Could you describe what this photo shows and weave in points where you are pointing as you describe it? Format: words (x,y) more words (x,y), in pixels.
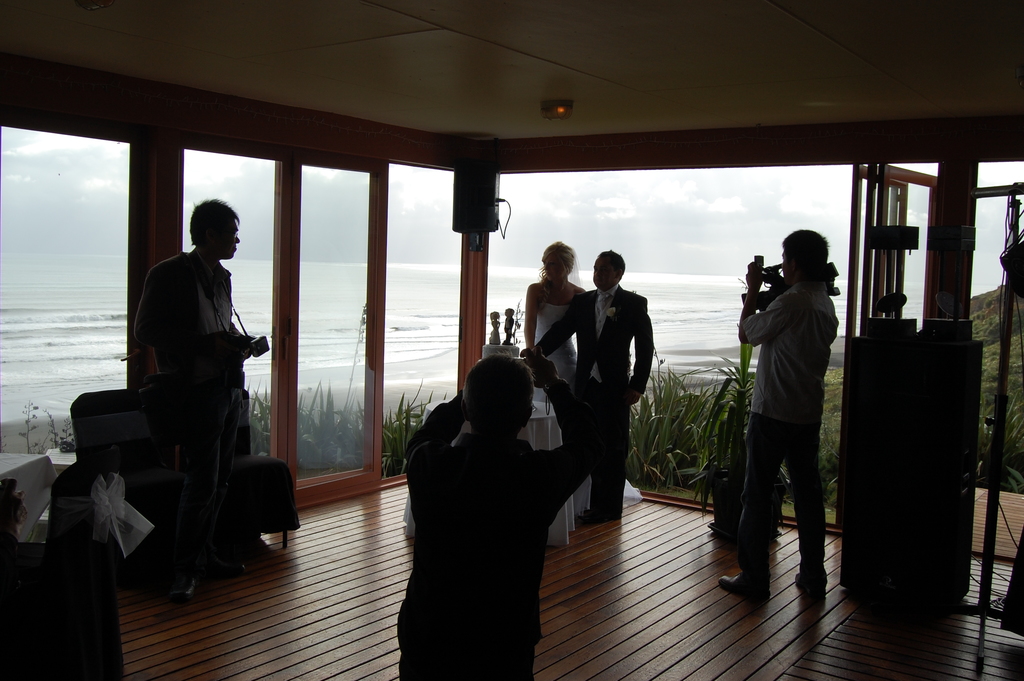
This image is taken from inside the room (678,570). There is a couple (551,345) cutting the cake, which is on the table (544,430), in front of the table (543,410) there is a person (473,612) standing and clicking the photo of the couple (590,324). On the right side of the image (896,296) there are some objects (944,481). On the left side of the image (276,307) there is a glass door (278,390). In the background of the image (672,286) there is an ocean (696,282) and sky (702,254).
